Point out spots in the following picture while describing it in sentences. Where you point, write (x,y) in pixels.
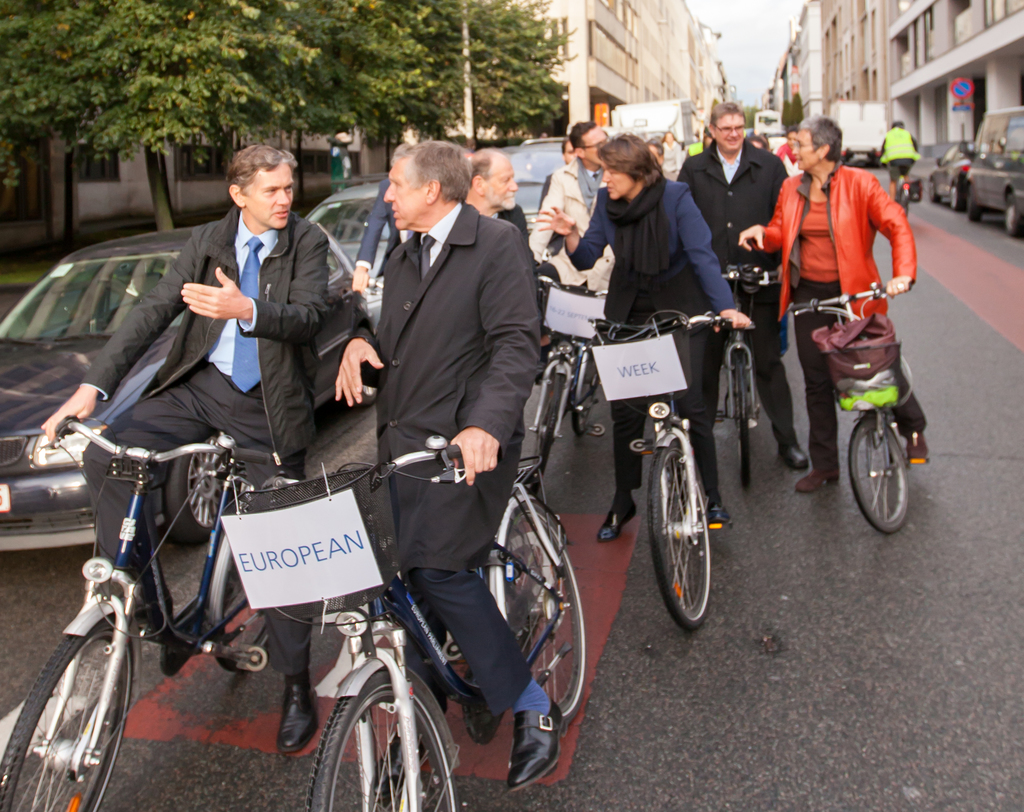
This picture is taken on a road (705,629). There are many people (774,162) sitting on bicycles (375,705) and talking. There is a board (639,381) hanging to the most of the bicycles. Beside to them there are cars (138,285) parked. In the background (518,130) there are buildings (791,65), sky (773,61) and trees (318,103).
